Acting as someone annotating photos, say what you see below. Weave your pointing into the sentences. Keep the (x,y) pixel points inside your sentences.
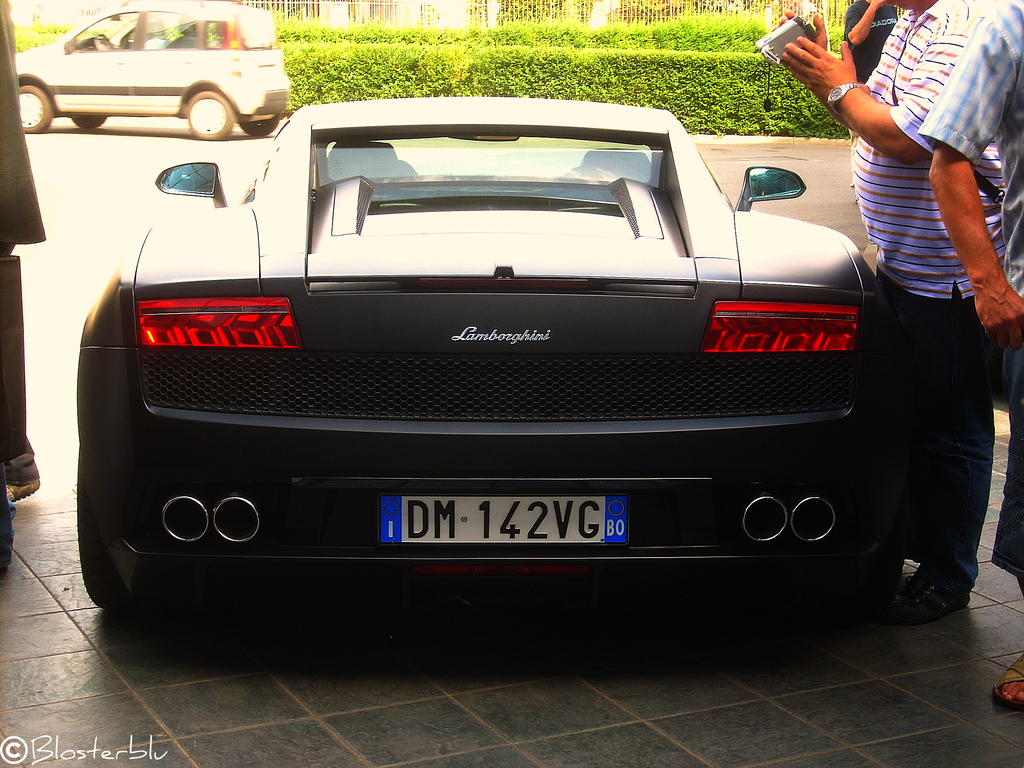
In this image we can see a car (595,313) on the road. Here we can see a person (953,39) on the right side (928,166). He is holding a camera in his hand (841,62). Here we can see two persons (971,150) on the right side (954,157). Here we can see the grass (569,40). In the background (731,11), we can see the metal fence (842,8). Here we can see another car (214,42) on the road (68,122) and it is on the top left side (205,100).
